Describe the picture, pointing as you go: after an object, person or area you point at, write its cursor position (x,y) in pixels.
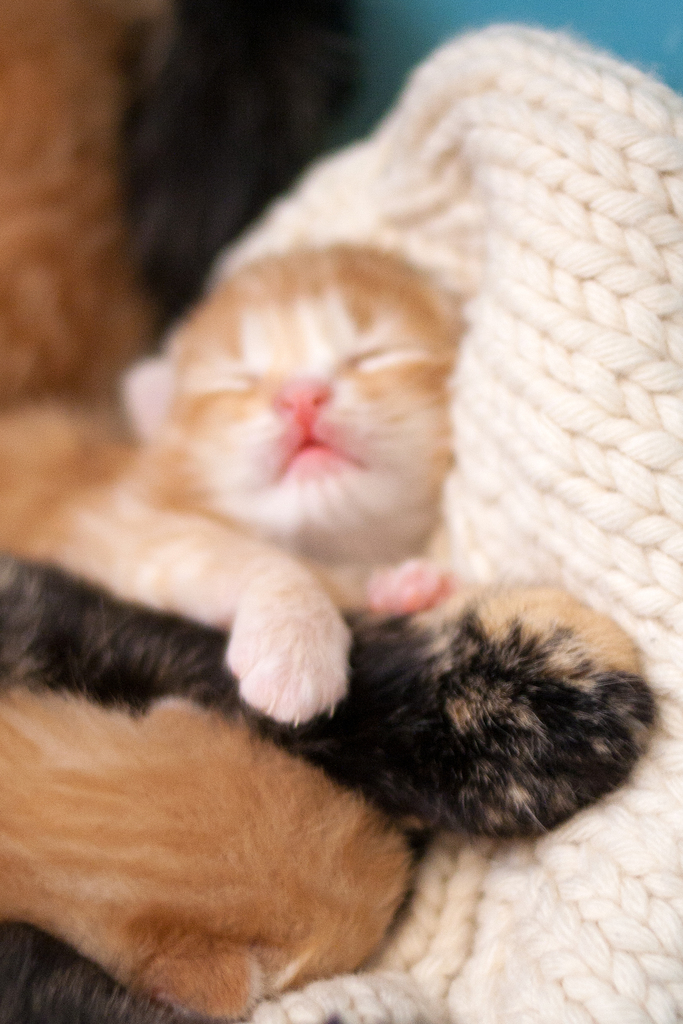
In this picture, we see the kitten (329,499) is sleeping. In front of the kitten (339,673), we see the leg (580,718) of the domestic animal (467,749). On the right side (623,473), we see the carpet (499,426) or a blanket (569,548) in white color. In the background (237,160), it is in brown and blue color. This picture is blurred in the background (207,192).
